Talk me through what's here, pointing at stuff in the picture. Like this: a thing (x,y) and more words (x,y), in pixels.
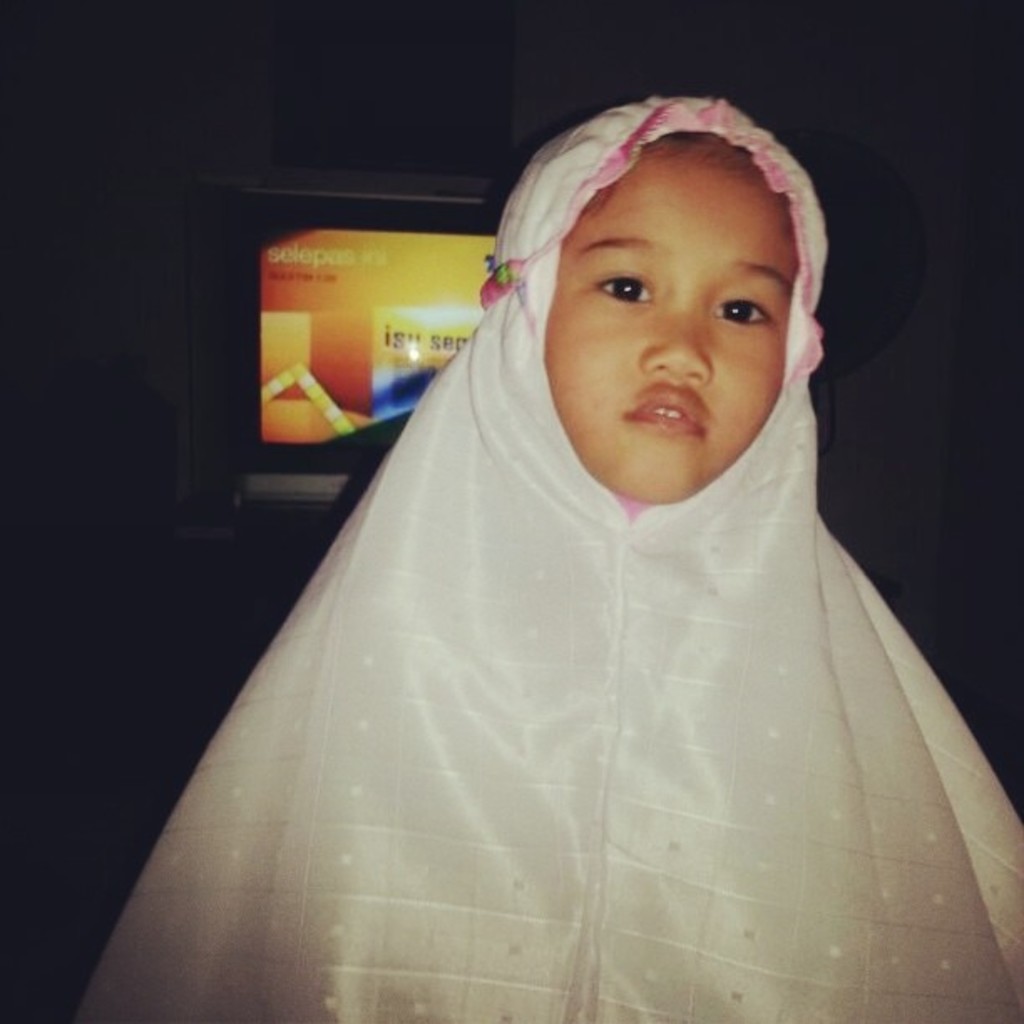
In this image in the foreground (542,519) there is one girl (552,562) who is wearing a scarf (544,150), and in the background (284,345) there is a television (284,345), some object (840,227) and wall (23,286).
